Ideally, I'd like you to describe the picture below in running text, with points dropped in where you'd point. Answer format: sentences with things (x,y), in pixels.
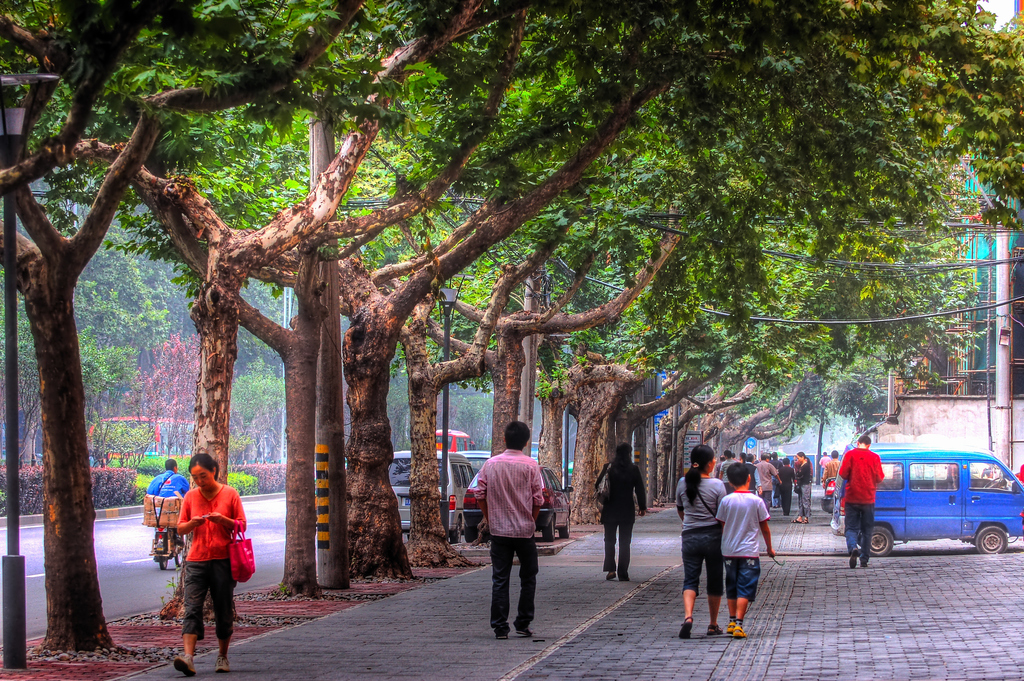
There are people (222,607), few people (221,489) walking. We can see trees (452,367), poles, lights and vehicles (164,535). There is a person (187,479) riding bike (158,558) on the road (138,530). In the background (106,490) we can see plants (285,474) and trees (233,406).
